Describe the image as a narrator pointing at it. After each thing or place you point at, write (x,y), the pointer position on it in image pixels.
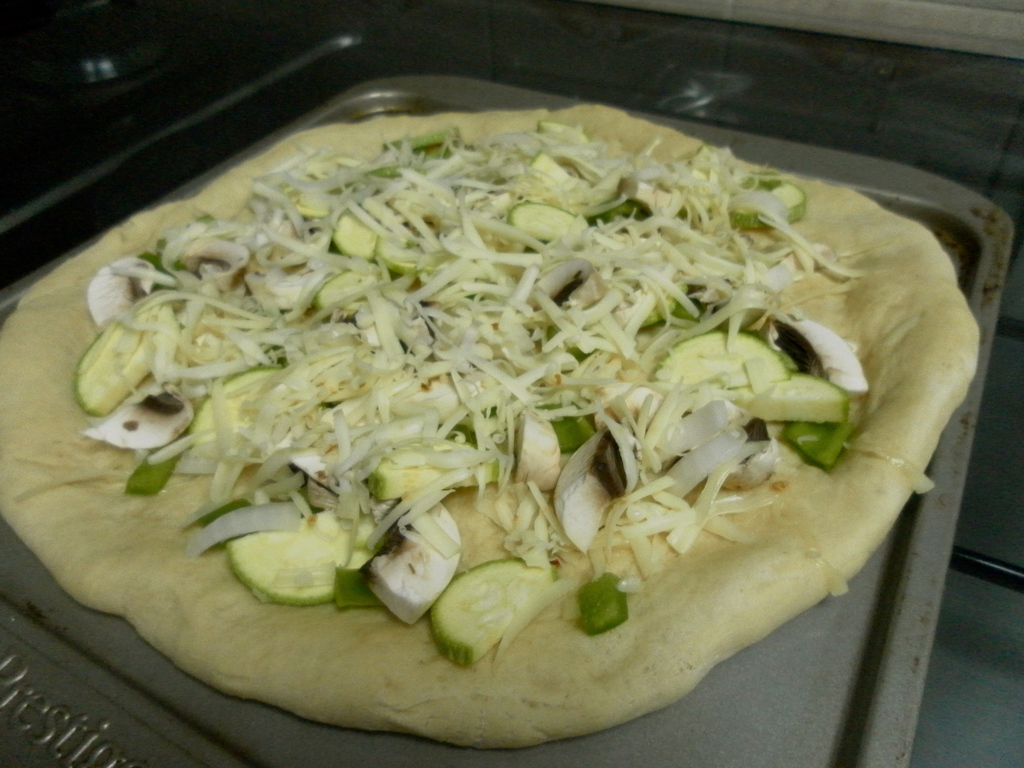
In this image I can see in the middle (643,474), it is the food (571,523) in a plate (725,707).
